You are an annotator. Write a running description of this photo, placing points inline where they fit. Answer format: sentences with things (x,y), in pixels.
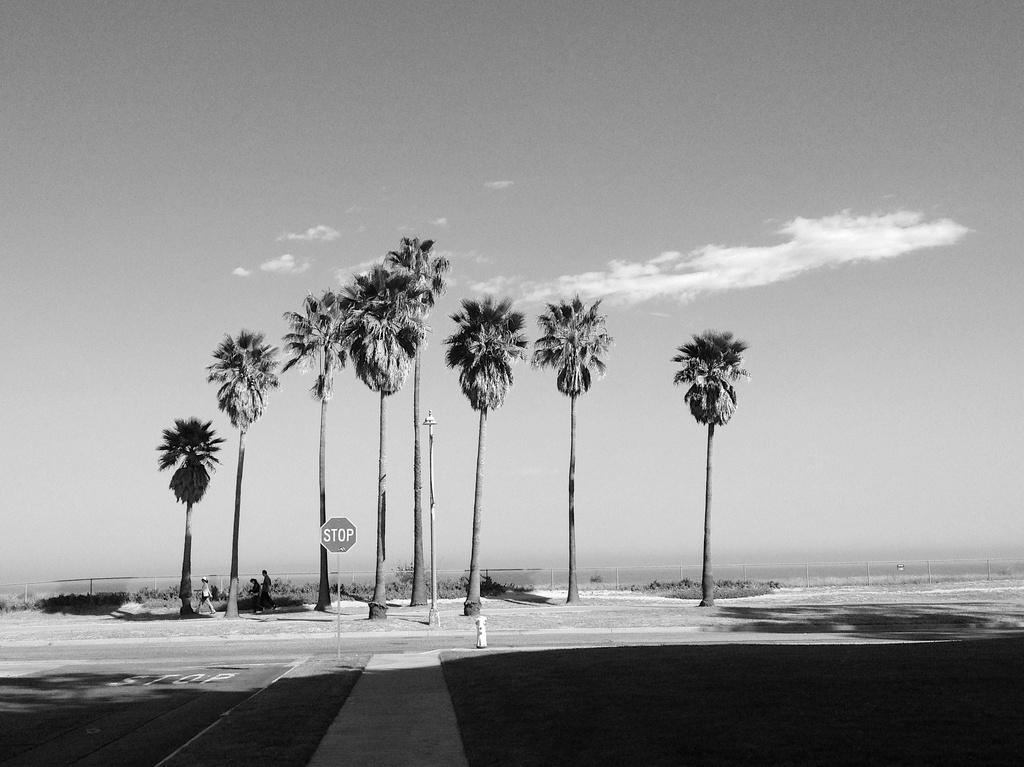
This is a black and white picture, in the front (148,702) there is a road (108,755) with caution board (348,536) in the middle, in the back (245,413) there are many coconut trees (252,386) and above its sky (577,174) with clouds (809,255).
